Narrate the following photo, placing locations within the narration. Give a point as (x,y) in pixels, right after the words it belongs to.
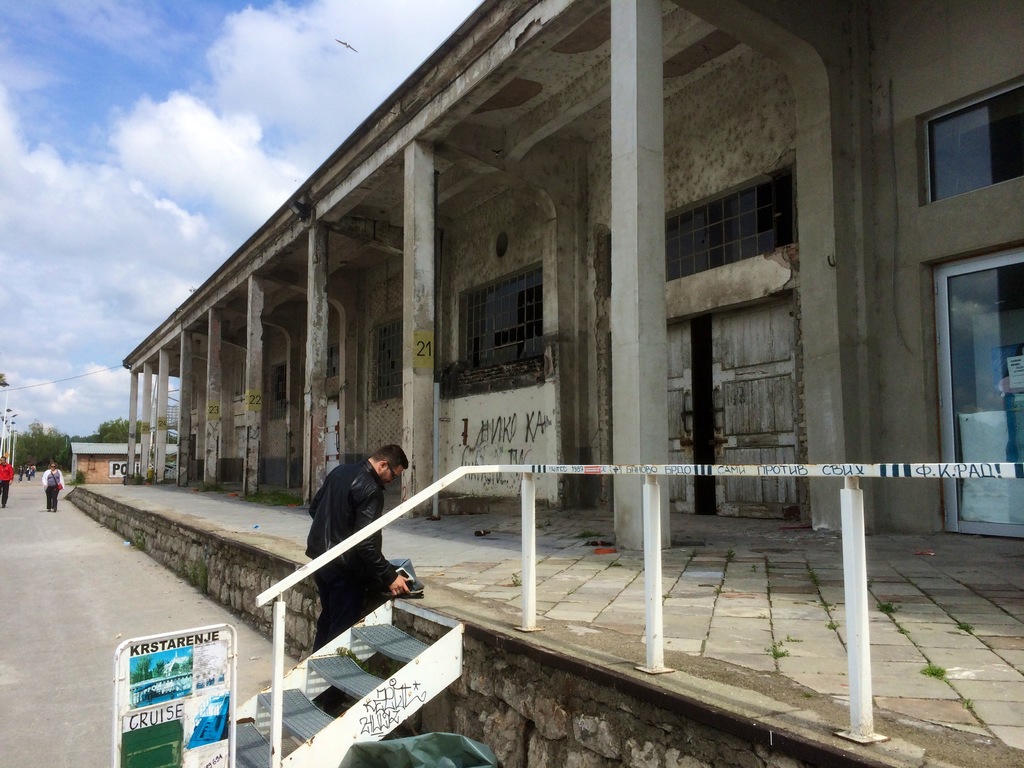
The picture is taken outside a city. In the foreground of the picture (526,529) there are staircase (317,678), hoarding (200,706), a person (365,525), cover (432,764), building (567,304), windows (524,356) and a door (749,418). In the background (15,430) towards left (17,465) there are trees (51,453), street lights (4,448), people (52,469) walking down the road (43,506) and building (126,469). Sky (121,190) is cloudy. At the top (336,43) there is a bird (348,48).
